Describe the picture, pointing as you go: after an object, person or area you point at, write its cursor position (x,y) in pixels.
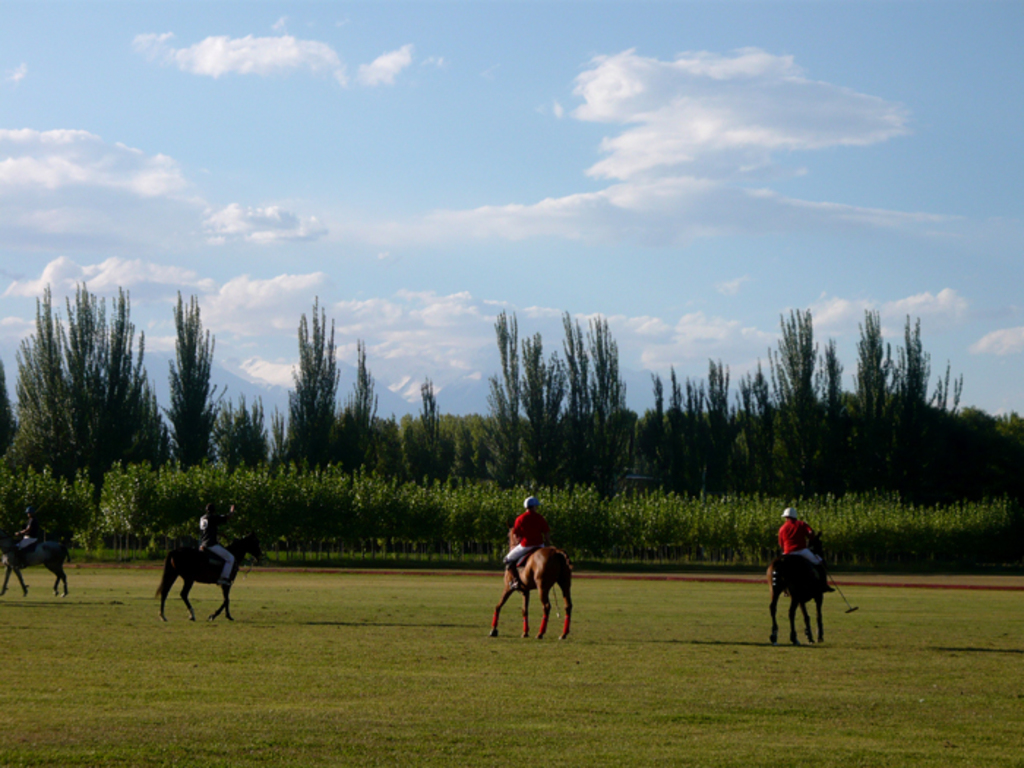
In this image in the center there are persons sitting on horses (815,591). In the background (465,495) there are trees (479,469) and the sky (520,183) is cloudy and there's grass (444,722) on the ground (373,671).
